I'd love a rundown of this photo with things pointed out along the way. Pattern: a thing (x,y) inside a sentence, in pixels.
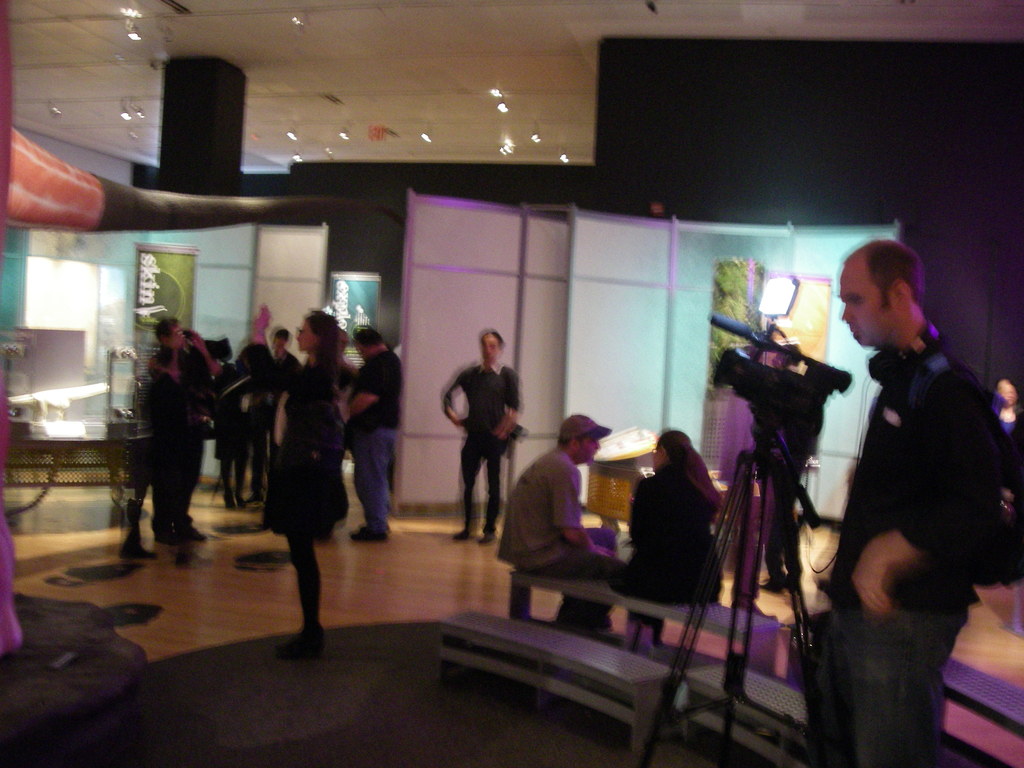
In this picture there are group of people (366,451) standing and there are two persons (685,449) sitting on the bench (634,600). On the right side of the image (714,324) there is a camera (779,298). On the left side of the image (134,666) it looks like a table (14,449). At the back (53,263) there are objects (41,268) and there are hoardings (146,255) and there is text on the hoardings (141,267). At the top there are lights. At the bottom (492,573) there is a floor (348,547) and there is a mat (314,712).
